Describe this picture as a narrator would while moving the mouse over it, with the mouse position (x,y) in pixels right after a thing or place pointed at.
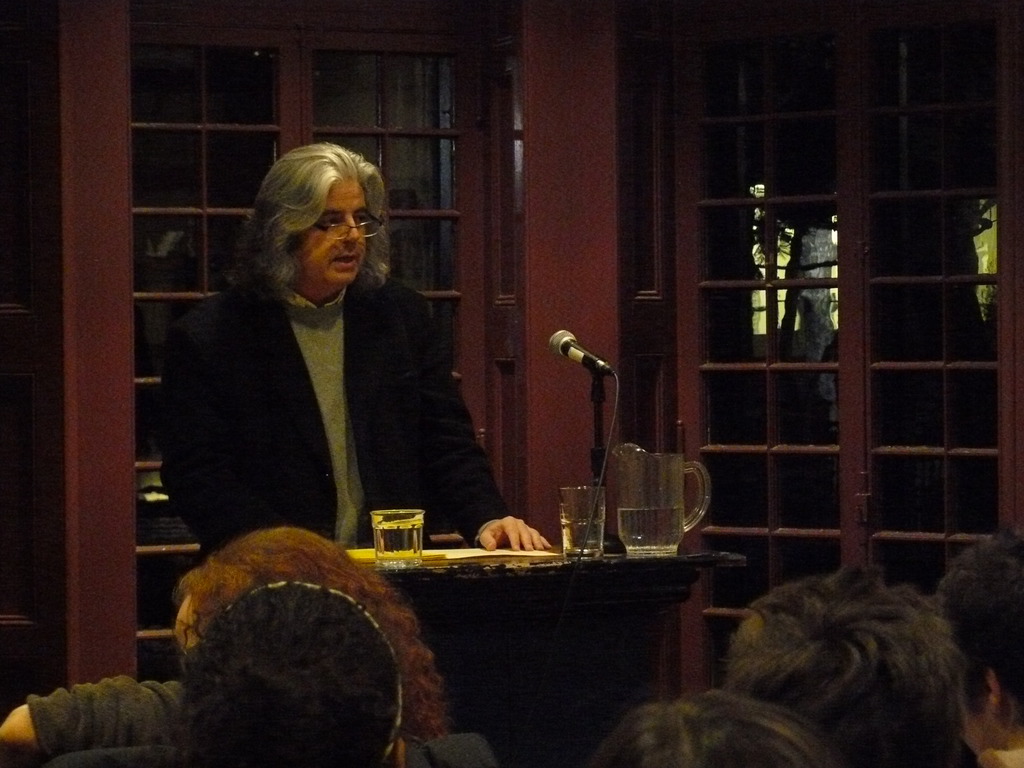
In this image we can see a person (373,276) wearing the glasses (345,225) and standing in front of the podium (534,666) and also the mike (580,346). We can also see a water jug (662,473) and two glasses (568,517). In the background (358,102), we can see the windows (784,197) and at the bottom (762,697) we can see some people (786,717).
